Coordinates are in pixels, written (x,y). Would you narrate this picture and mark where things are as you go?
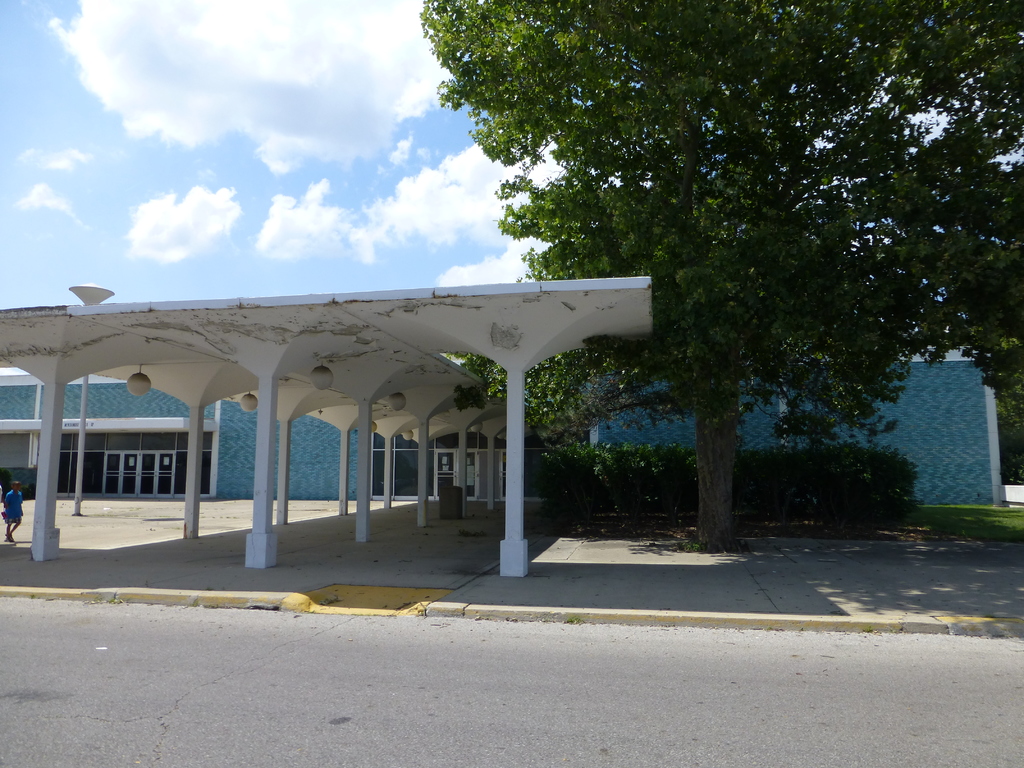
In this image we can see there is a person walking on the ground (515,597). At the back (92,430) there is a building (92,430), in front of the building (104,425) there is a shed (285,363) with pillars (427,429) and lights (135,388). At the side there are trees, grass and the sky (182,133).
